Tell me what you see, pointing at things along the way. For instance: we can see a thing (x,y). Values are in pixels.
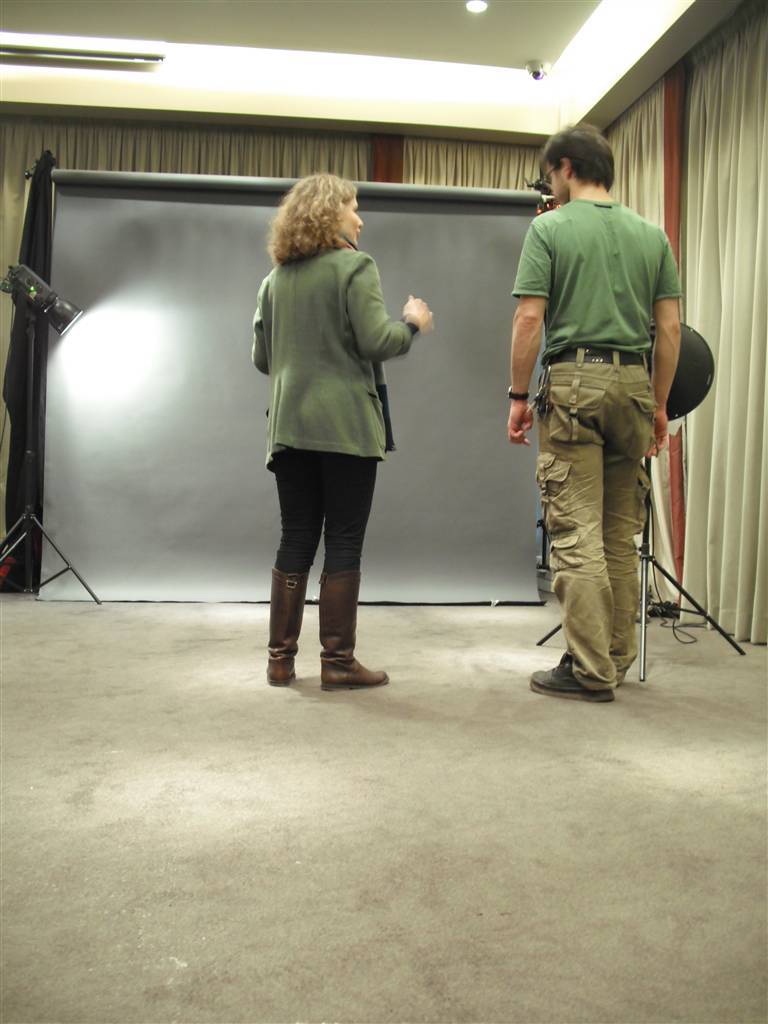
In this image there are some persons (619,438) who are standing, and in the background (462,420) there is one board (419,470), light (43,309), curtains (73,148). On the right side (701,351) there is camera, at the bottom (378,771) there is floor (427,790). On the top (453,99) there is ceiling (446,68) and lights (380,63).
